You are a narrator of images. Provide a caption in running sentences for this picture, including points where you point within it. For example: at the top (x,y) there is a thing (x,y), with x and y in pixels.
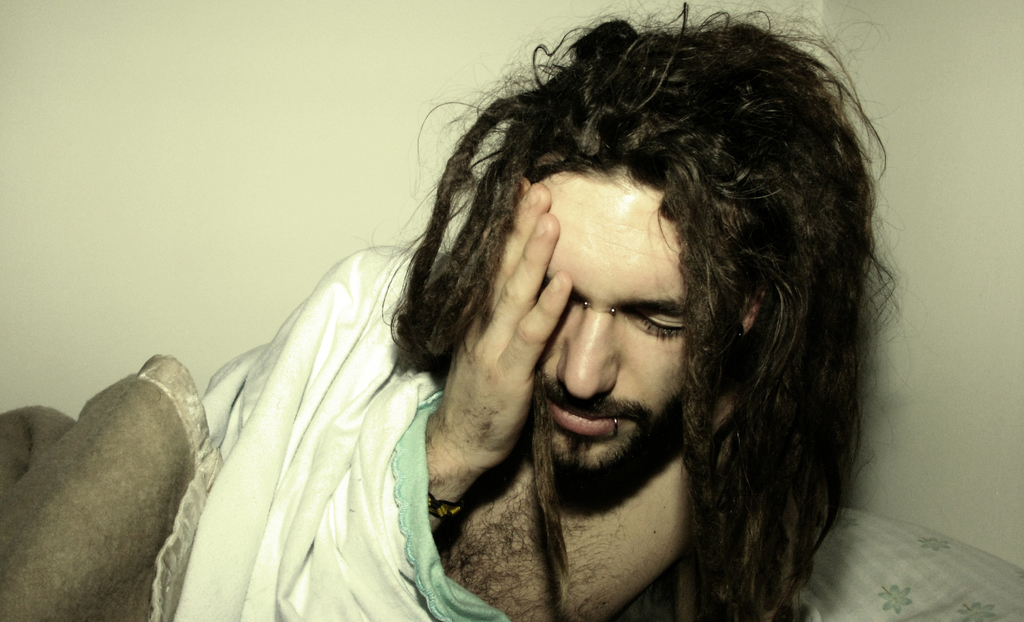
This image is taken indoors. In the background (926,263) there is a wall (299,172). In the middle of the image (583,237) there is a man (584,525) lying on the bed (891,578) and there is a blanket (330,449).
